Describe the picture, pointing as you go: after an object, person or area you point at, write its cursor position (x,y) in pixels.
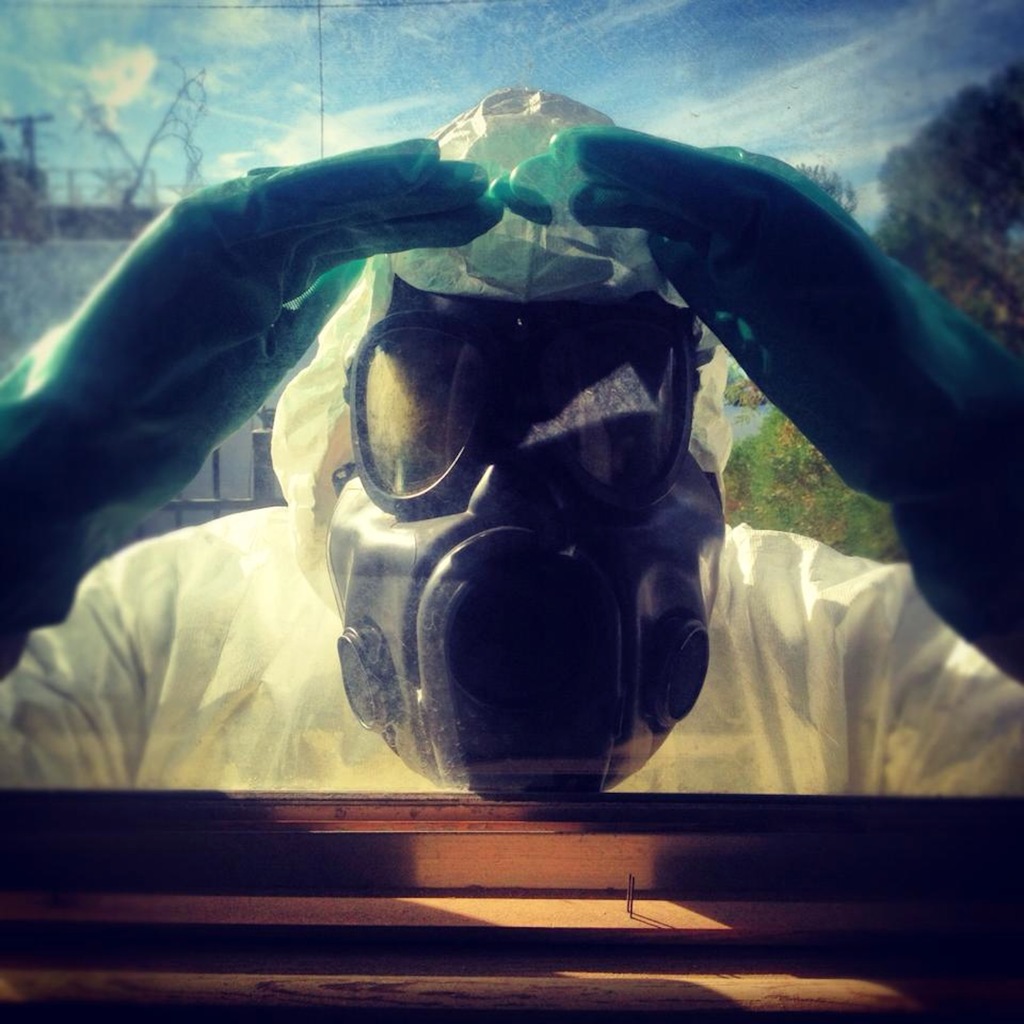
In this picture we can see a man (221,617) in the front (715,426) wearing white dress (889,737) and mask (464,626) on the face (585,454) is looking from the glass (35,262). Behind there is a white color building (88,273) and some trees (964,217).
